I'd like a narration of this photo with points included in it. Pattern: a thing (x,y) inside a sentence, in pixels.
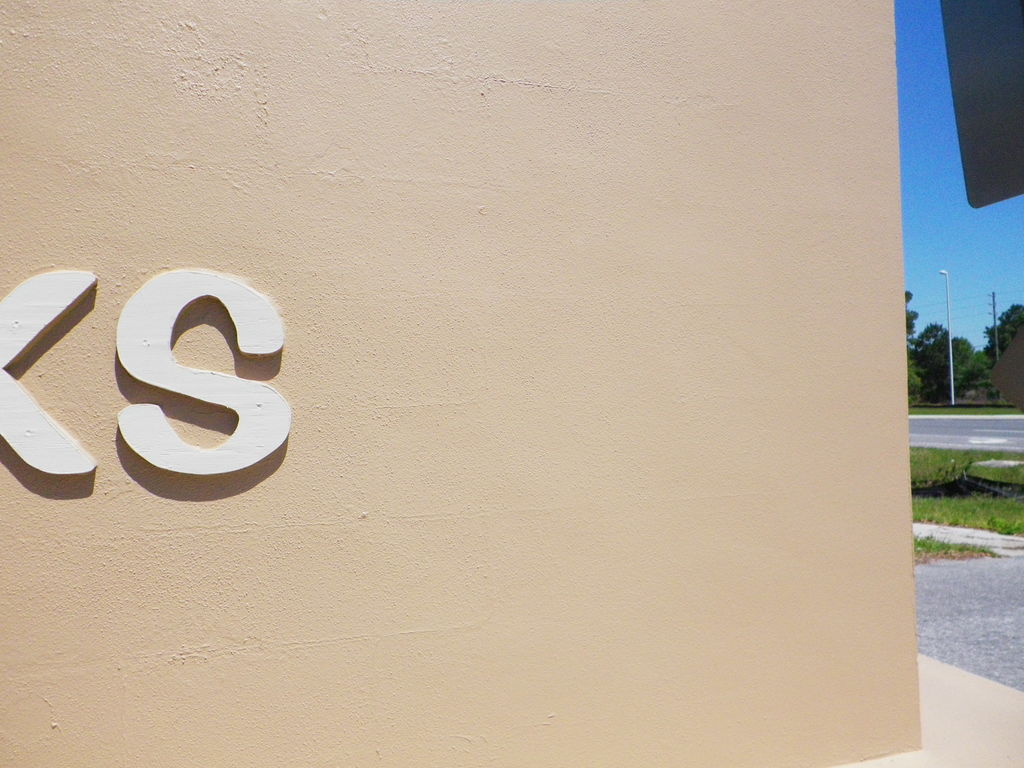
In the foreground of the picture (262,161) there is a wall (7,249). On the left (151,443) we can see text (65,429). On the right (929,445) in the middle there are road (956,438), grass (938,463) and pavement (976,593). In the background (968,340) towards right (967,356) there are trees (968,345), streetlight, current pole (994,322), cables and sky (931,206).
